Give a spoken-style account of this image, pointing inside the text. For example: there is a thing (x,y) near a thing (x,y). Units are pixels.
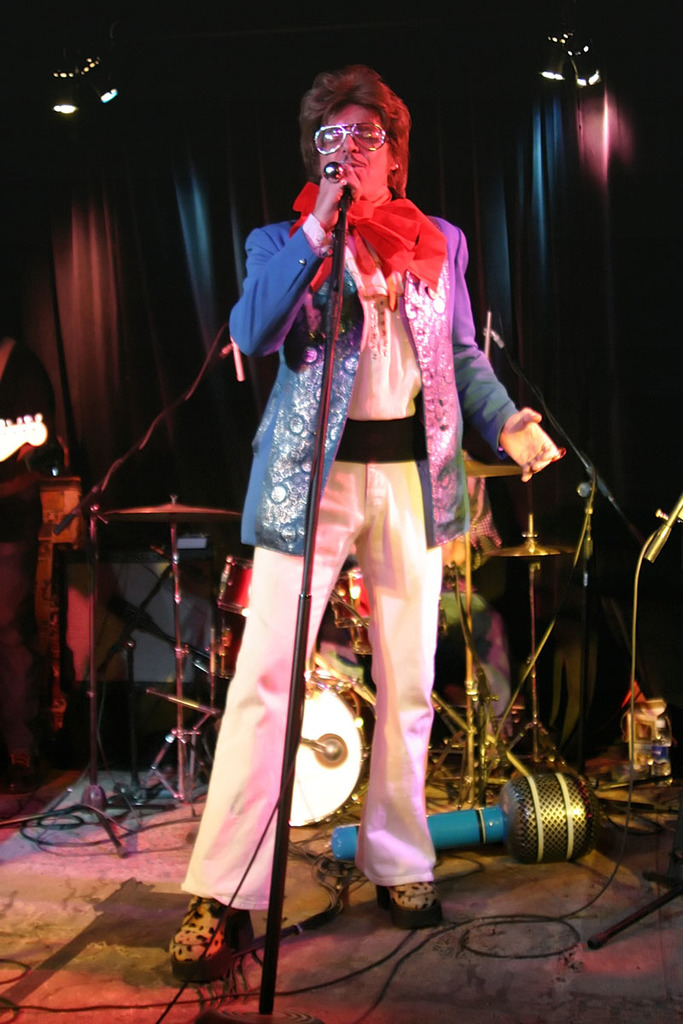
In this image we can see one person (396,797) standing. And we can see the microphone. And we can see other musical instruments (141,514). And we can see the lights (550,64), and in the background (58,190), we can see the curtain (126,317).
